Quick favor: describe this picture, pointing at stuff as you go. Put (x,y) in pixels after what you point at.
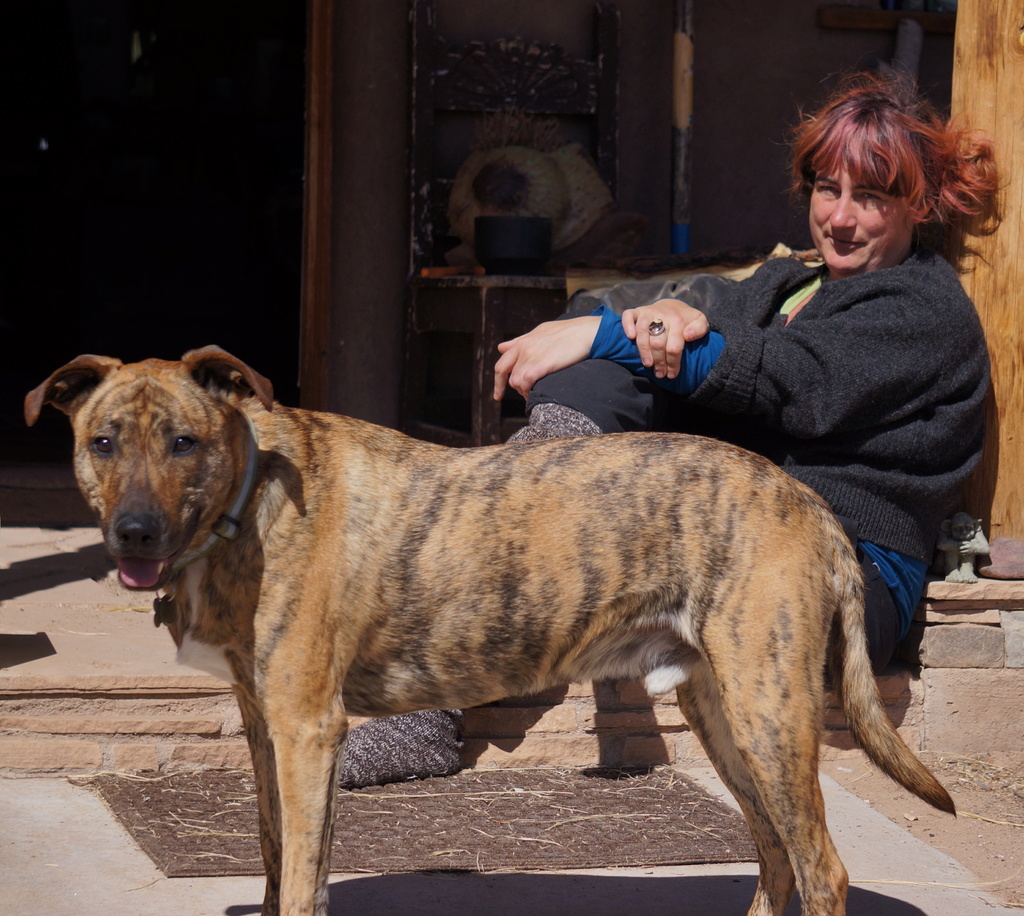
In this picture we can see women (869,337) wore sweater (809,340) sitting and smiling and beside to her dog (442,489) standing on floor (146,853) and in background (386,134) we can see wall (385,73), pole (683,221), table (423,208), pillar (965,70).
